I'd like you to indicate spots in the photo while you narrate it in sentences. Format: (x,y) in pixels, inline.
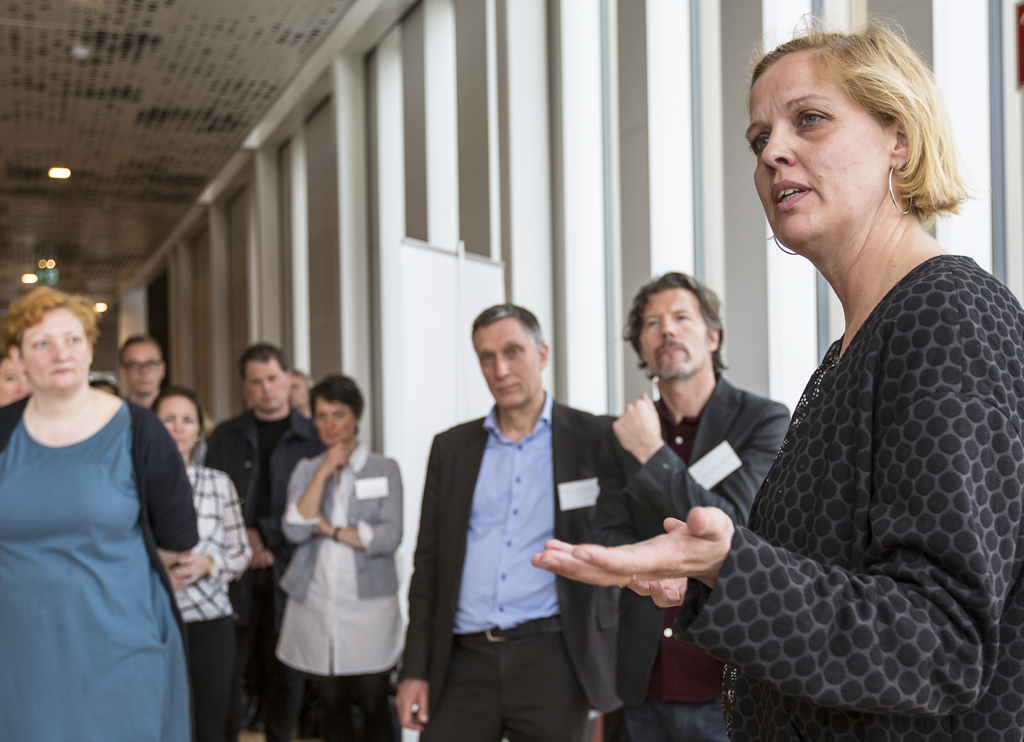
On the right side of this image (867,497) I can see a woman (850,379) wearing black color dress (828,569) and speaking something. In the background (79,528) few men (264,478) and women (122,453) are standing and looking at this woman (821,439). In the background (241,276) there is a wall (223,260). On the top (66,169) I can see the lights (56,175).
